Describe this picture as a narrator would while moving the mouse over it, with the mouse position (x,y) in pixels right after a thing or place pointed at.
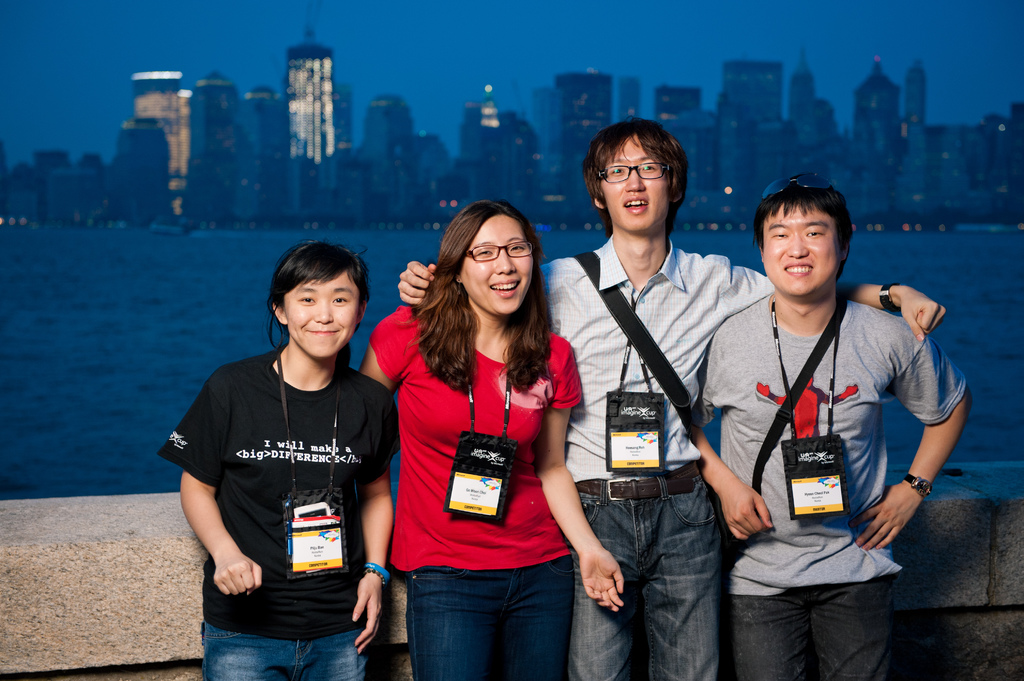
In the image there are a group of people (652,390) standing in the foreground (652,323) and posing for the photo, all of them are wearing ID cards (789,461), behind them there is a wall (1001,569) and behind the wall (1023,589) there is a water surface (30,437). In the background (195,141) there are a lot of buildings (538,147).
